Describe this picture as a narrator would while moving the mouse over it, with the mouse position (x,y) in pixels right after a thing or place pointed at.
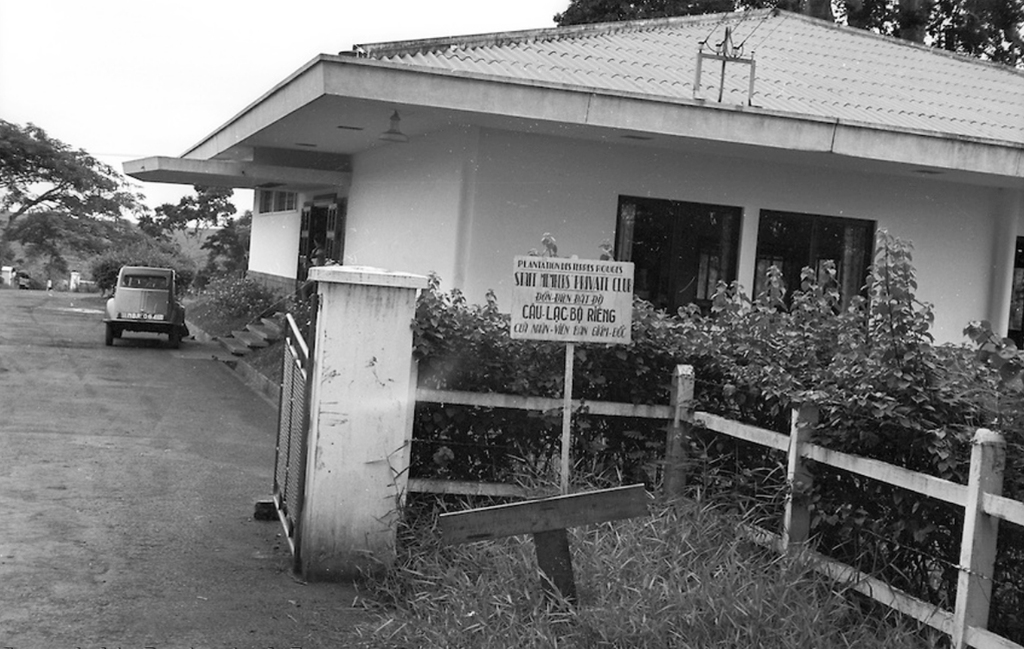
This is a black and white image, in this image there are houses (475,208), plants (447,330) near the house (271,264) there is a car (139,328) on a road (162,513), in the background (182,226) there are trees (194,202).
